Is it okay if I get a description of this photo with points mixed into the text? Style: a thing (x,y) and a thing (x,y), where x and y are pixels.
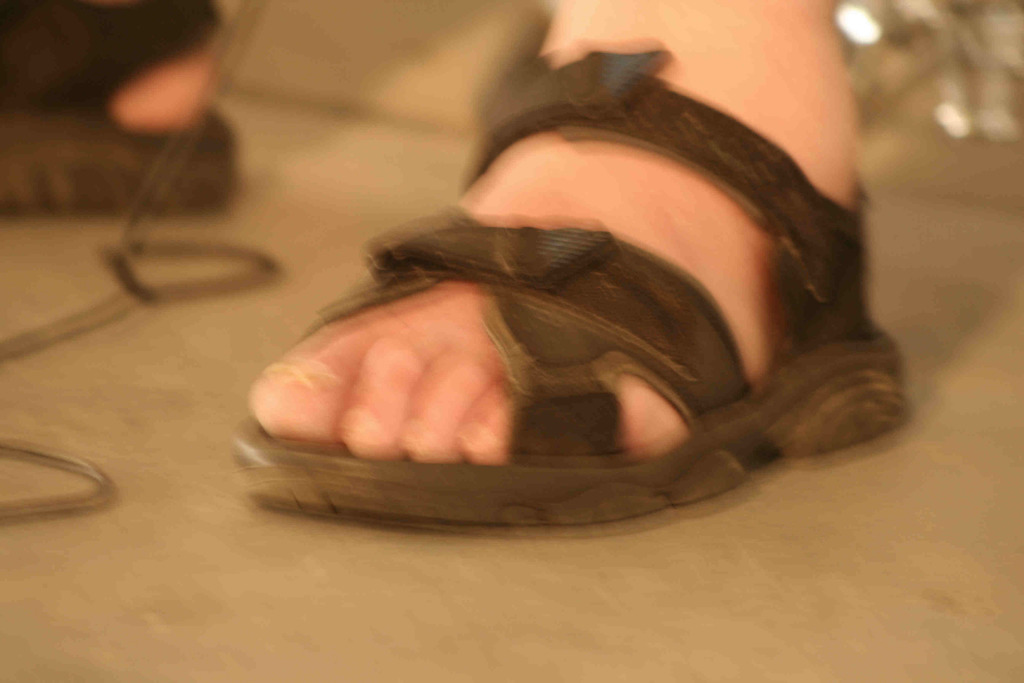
In this image I can see the person's legs (651,432) and I can see the footwear (613,311) in black color.
